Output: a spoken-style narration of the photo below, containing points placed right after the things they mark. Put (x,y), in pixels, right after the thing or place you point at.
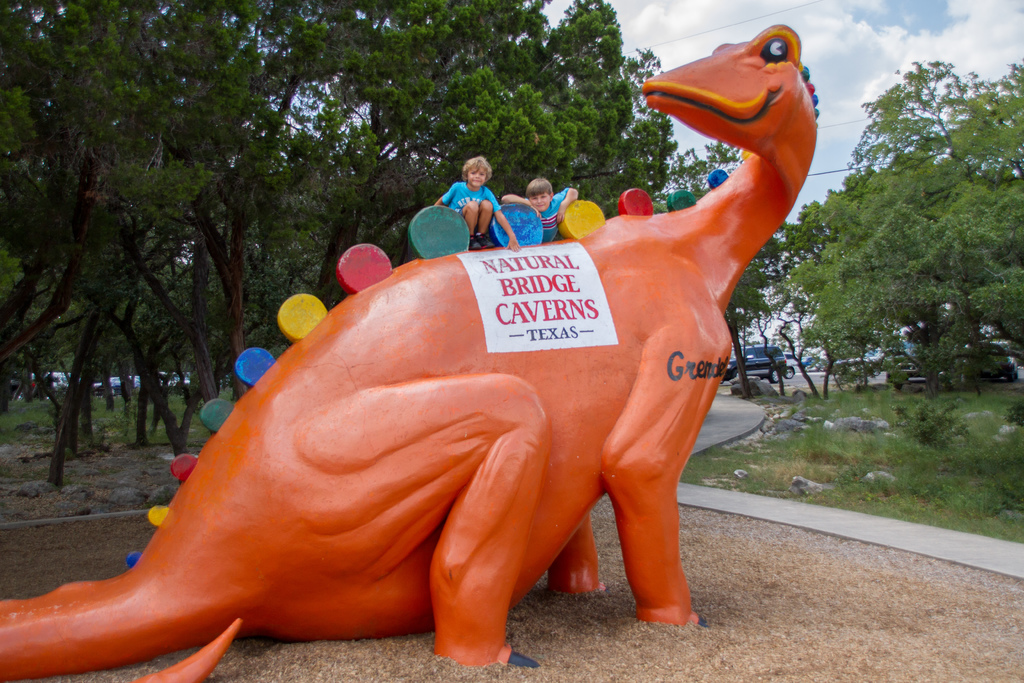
In this image we can see the statue of a dinosaur (574,355) on the sand (579,654) and there is a boy (511,237) in squat position on the dinosaur (522,283) and another boy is also on it and there is a text (504,319) written on it. In the background (59,64) there are trees (514,183), vehicles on the road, grass (951,403) and stones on the ground (745,453) and clouds (694,60) in the sky (694,60).
